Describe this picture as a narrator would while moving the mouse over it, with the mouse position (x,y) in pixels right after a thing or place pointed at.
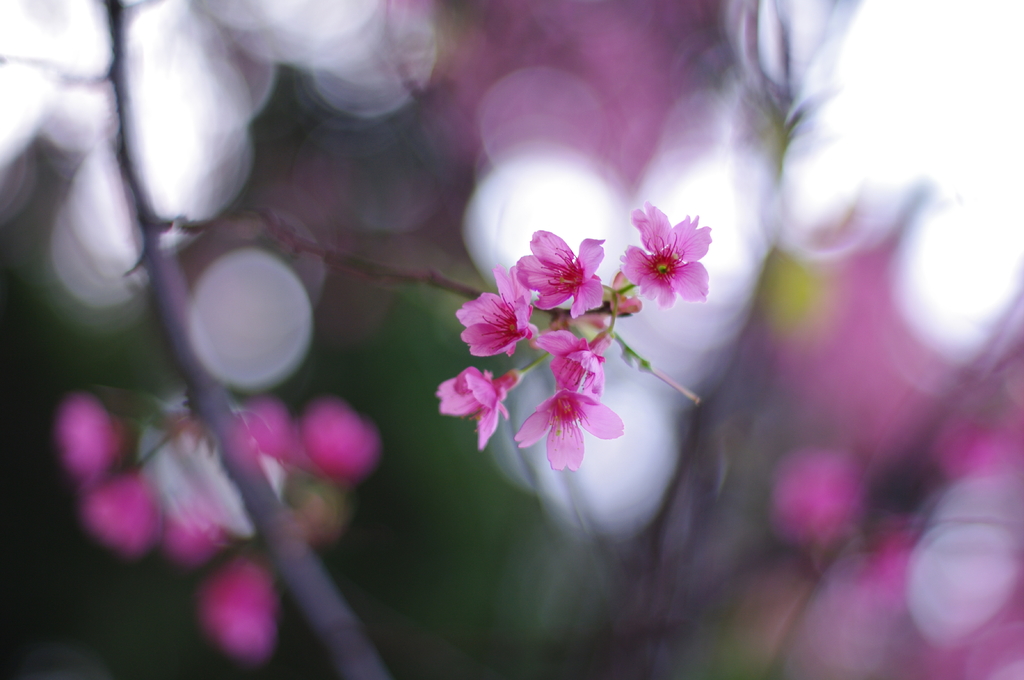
There are small pink color flowers (598,411) to a plant (675,380) and the background (672,359) is blurry.
